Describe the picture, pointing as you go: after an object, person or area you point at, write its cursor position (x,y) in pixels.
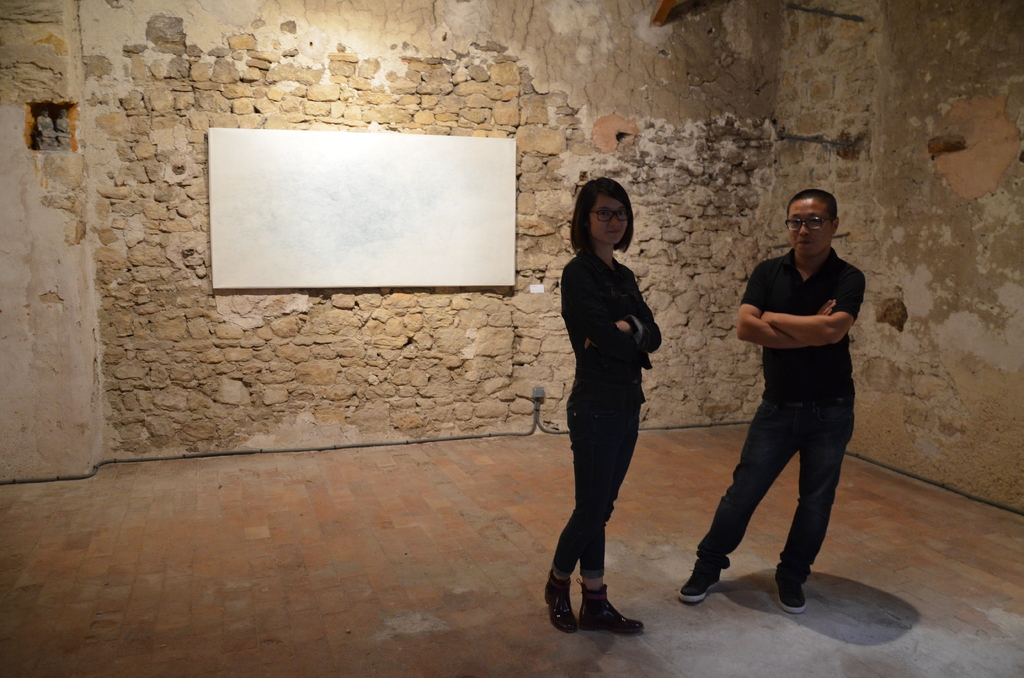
In this image I can see in the middle (614,240) a lady (631,355) is standing. Beside her a man (850,361) is also standing, this man (774,423) is wearing a black color t-shirt (788,362), shoes (707,583). In the middle (380,233) there is the board (363,202) on this wall (514,107).
